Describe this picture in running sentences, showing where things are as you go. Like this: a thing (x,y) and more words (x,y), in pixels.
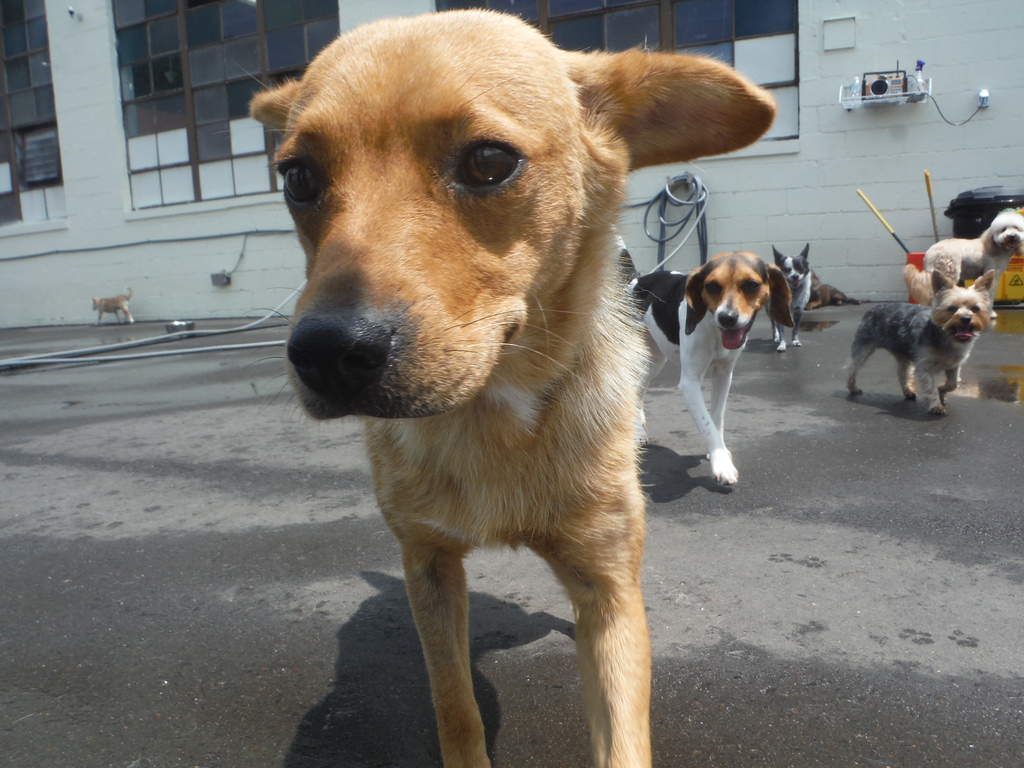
In this image on the ground (662,477) there are many dogs (588,273). In the background (829,81) there is a building (792,98).
